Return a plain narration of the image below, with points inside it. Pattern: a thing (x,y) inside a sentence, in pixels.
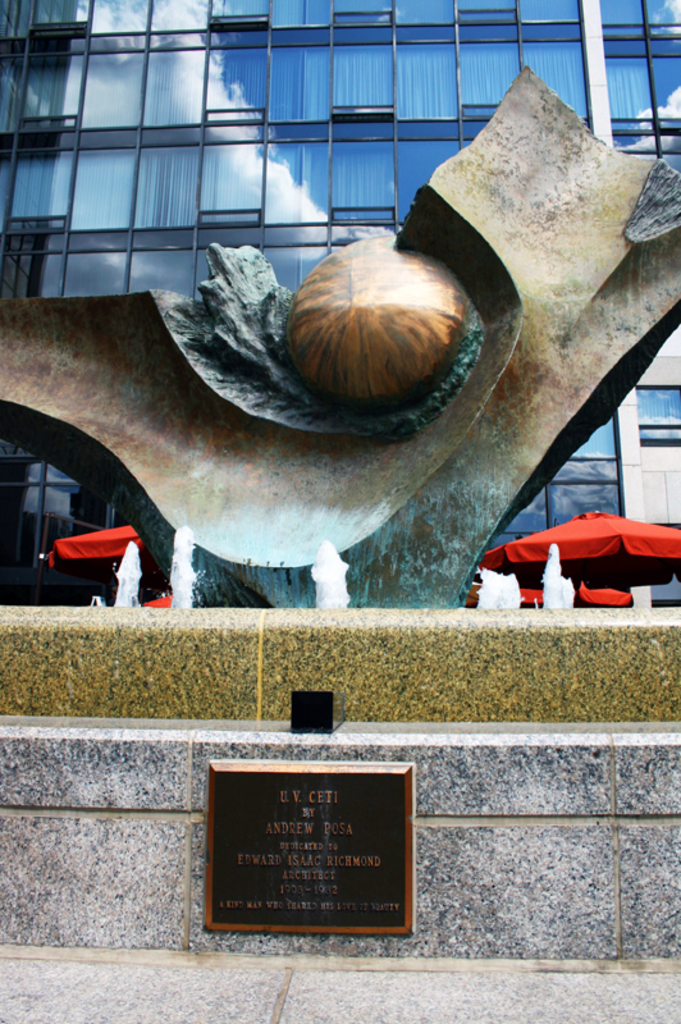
In this image, we can see a sculpture (438,451) in the fountain (327,586). There is a stone plate (352,812) at the bottom of the image (301,893). There is a building (533,40) and umbrellas (590,548) in the middle of the image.
